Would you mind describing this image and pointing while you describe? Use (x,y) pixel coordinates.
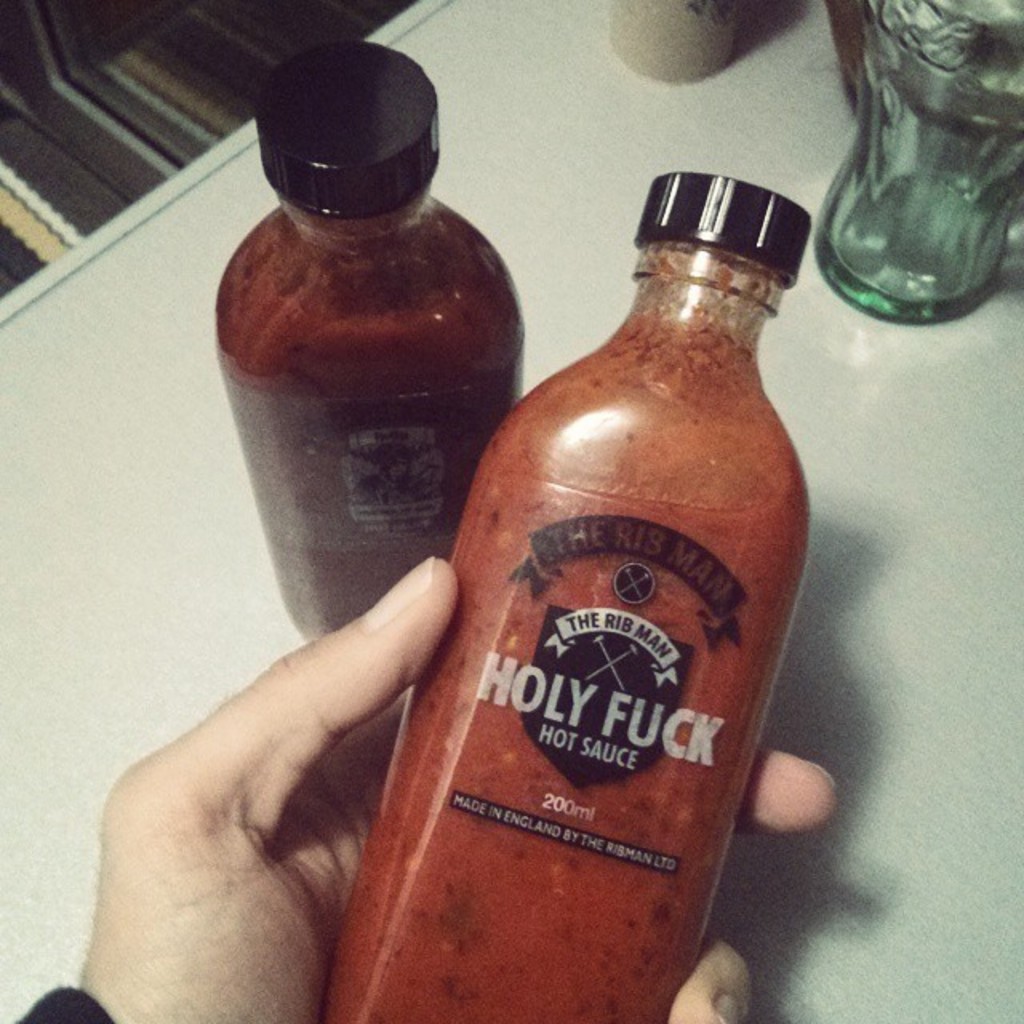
This image consists of bottles (704,291) which are placed on a table (159,541). In the middle (518,639) a person (151,796) is holding a bottle (612,752), in which it is in red color.
